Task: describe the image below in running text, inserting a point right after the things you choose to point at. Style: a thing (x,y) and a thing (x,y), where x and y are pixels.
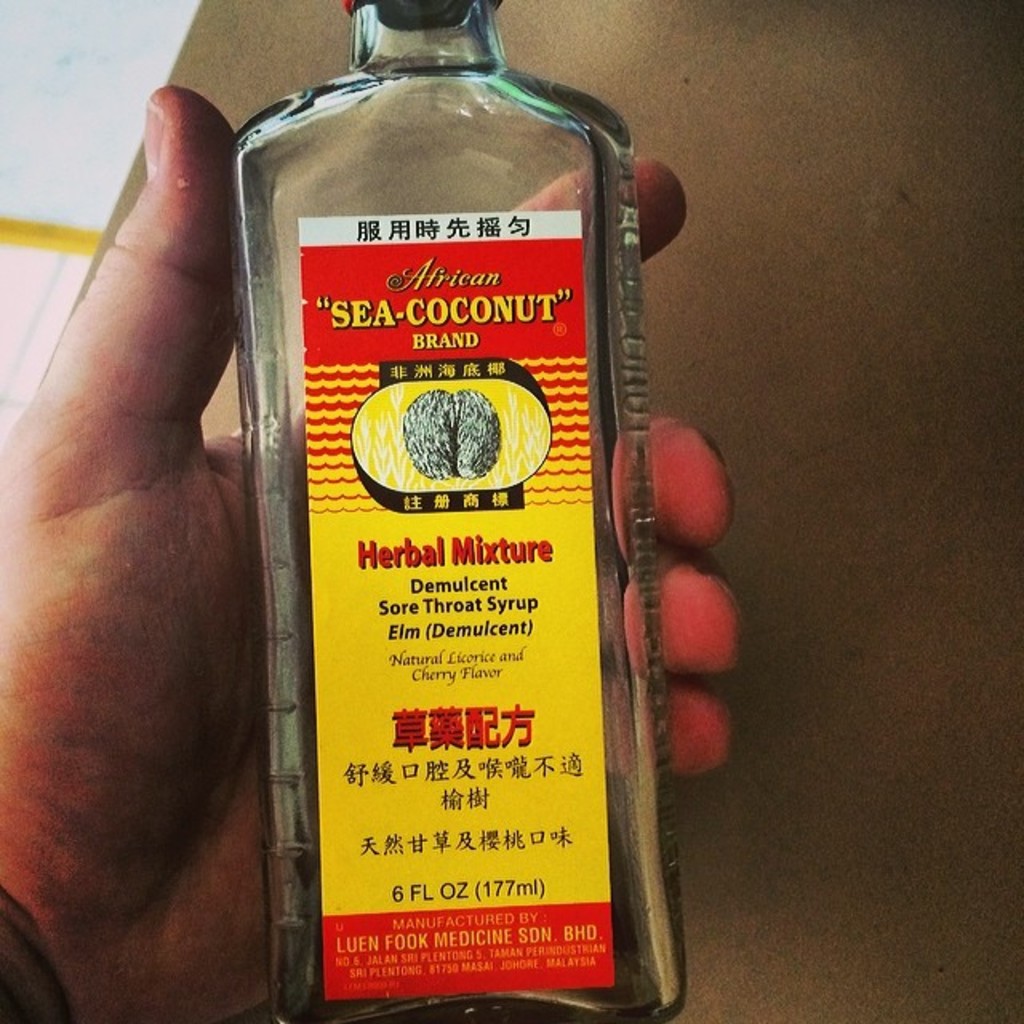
In this image a person (209,695) is holding a bottle (405,604). On the bottle (380,331) it is written sea-coconut.
